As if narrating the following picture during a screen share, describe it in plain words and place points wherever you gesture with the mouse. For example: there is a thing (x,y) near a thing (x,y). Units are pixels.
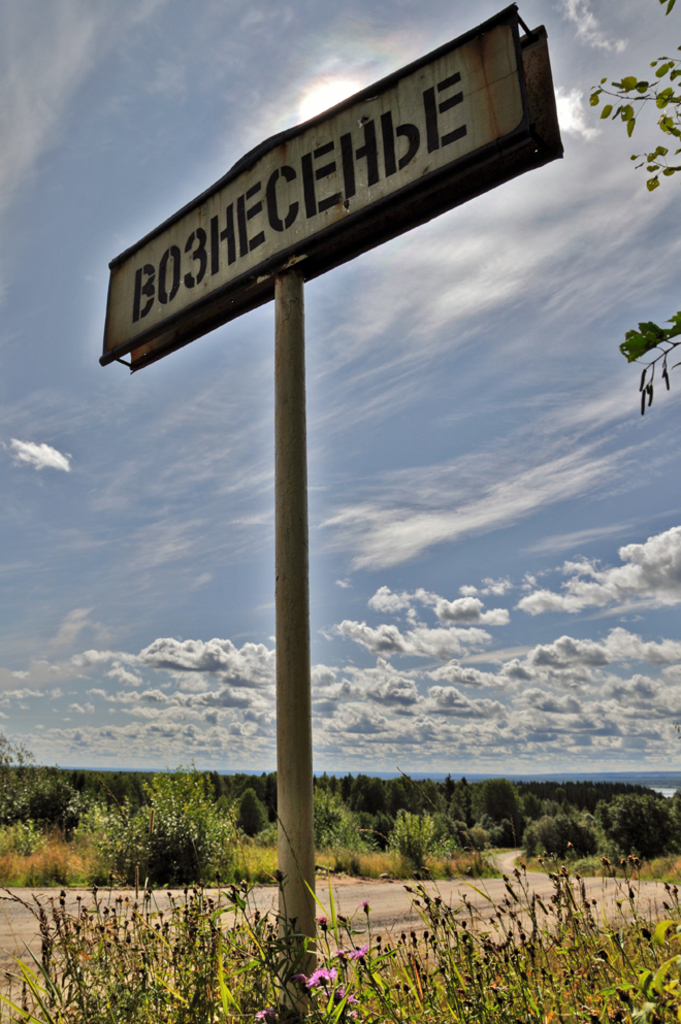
We can see board (305,261) on pole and plants (232,928), right side of the image we can see leaves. In the background (393,823) we can see grass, plants (164,823) and sky (482,661) with clouds (526,604).
